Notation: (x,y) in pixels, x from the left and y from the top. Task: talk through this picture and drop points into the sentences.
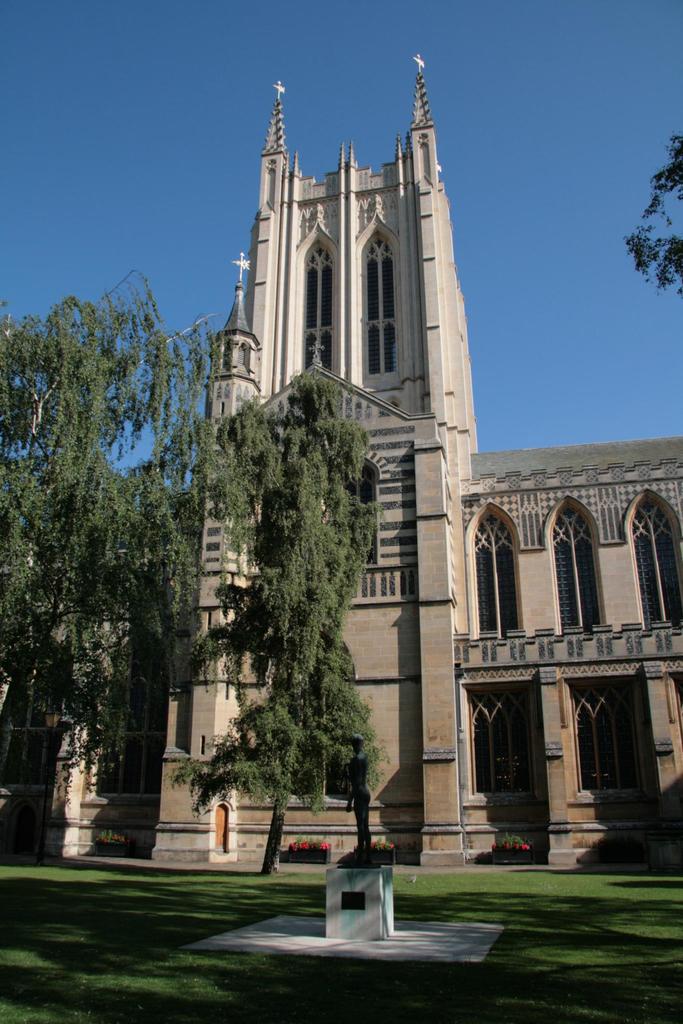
In this image, we can see some trees (254,765) in front of the building (461,603). There is a sky (355,39) at the top of the image (224,41). There is a branch (670,177) in the top right of the image (682,142).
